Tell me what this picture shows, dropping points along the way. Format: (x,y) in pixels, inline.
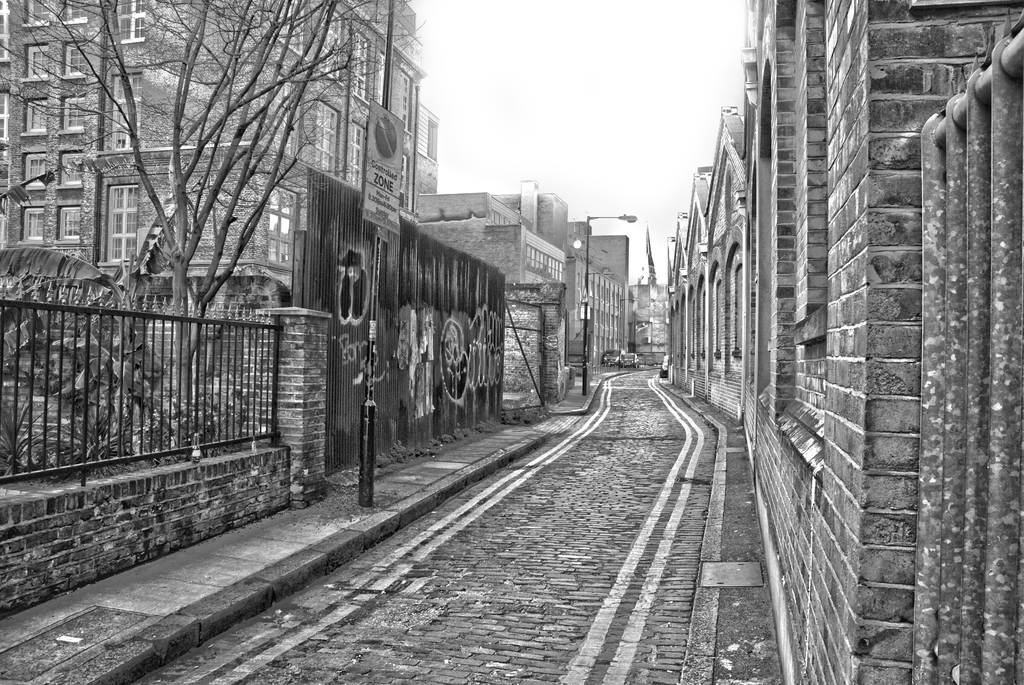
In the picture we can see a road (522,465) on the either sides of the road (638,472) we can see a path (41,652) to it, we can see the poles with street lights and behind it, we can see a wall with railing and trees (286,159) behind it and behind it we can also see buildings (561,275) and in the background (566,160) we can see a sky (602,174).
